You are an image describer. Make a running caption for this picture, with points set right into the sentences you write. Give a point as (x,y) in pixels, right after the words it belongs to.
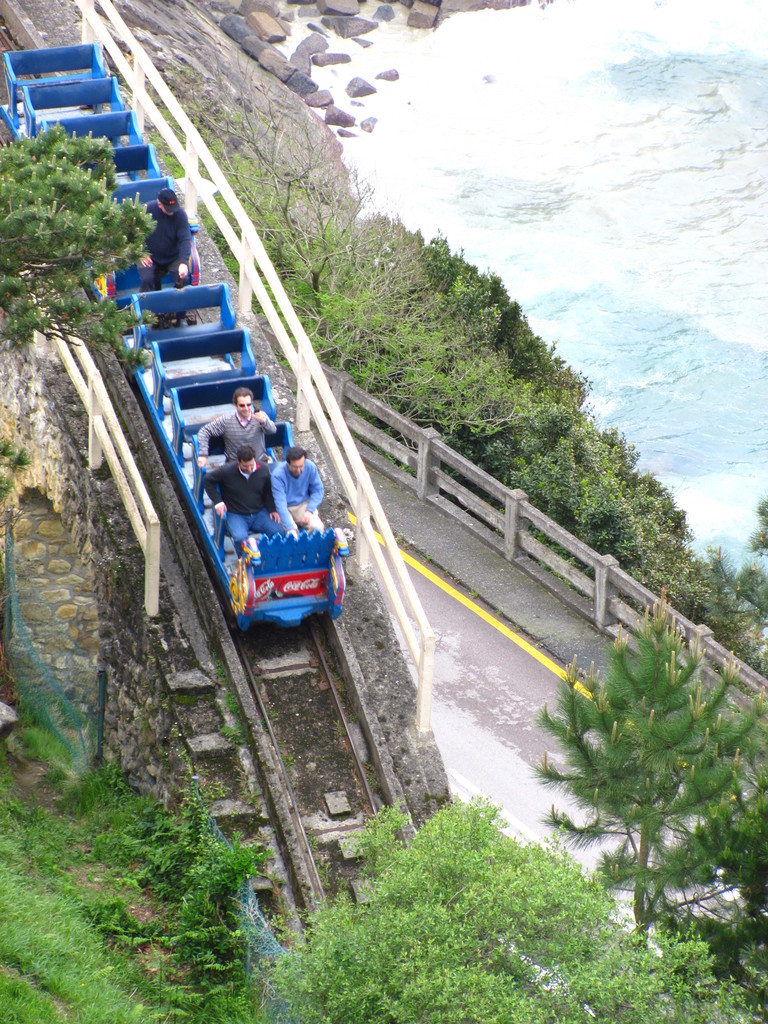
In the foreground of this image (267,448), there are people (164,270) sitting on a roller coaster (222,351) which is on a track (311,803). On either side to it, there is railing (288,307). At the bottom (326,993), there is grass (77,962) and few trees (561,910). On the right (519,630), there is a road (536,653) and trees (504,409). At the top (601,74), there is water (300,38) and the rocks (272,71).
